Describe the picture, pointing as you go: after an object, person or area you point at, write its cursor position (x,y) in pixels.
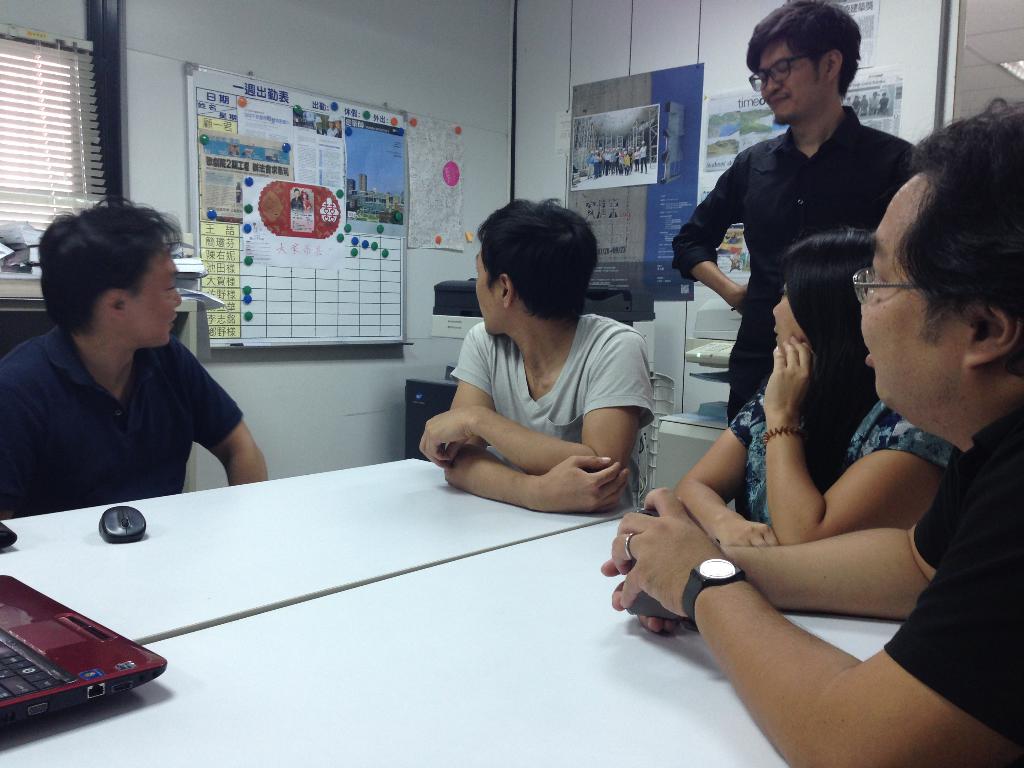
This picture is clicked inside the room (518,331). Here, we see four people (877,534) sitting on the chairs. Behind them, the man (714,231) in the black shirt (791,192) who is wearing spectacles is standing. In front of them, we see a white table (380,576) on which laptop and mouse (122,531) are placed. Behind them, we see a wall (360,67) on which many posters (389,135) are pasted. On the left side (62,100), we see a window blind (63,154).
